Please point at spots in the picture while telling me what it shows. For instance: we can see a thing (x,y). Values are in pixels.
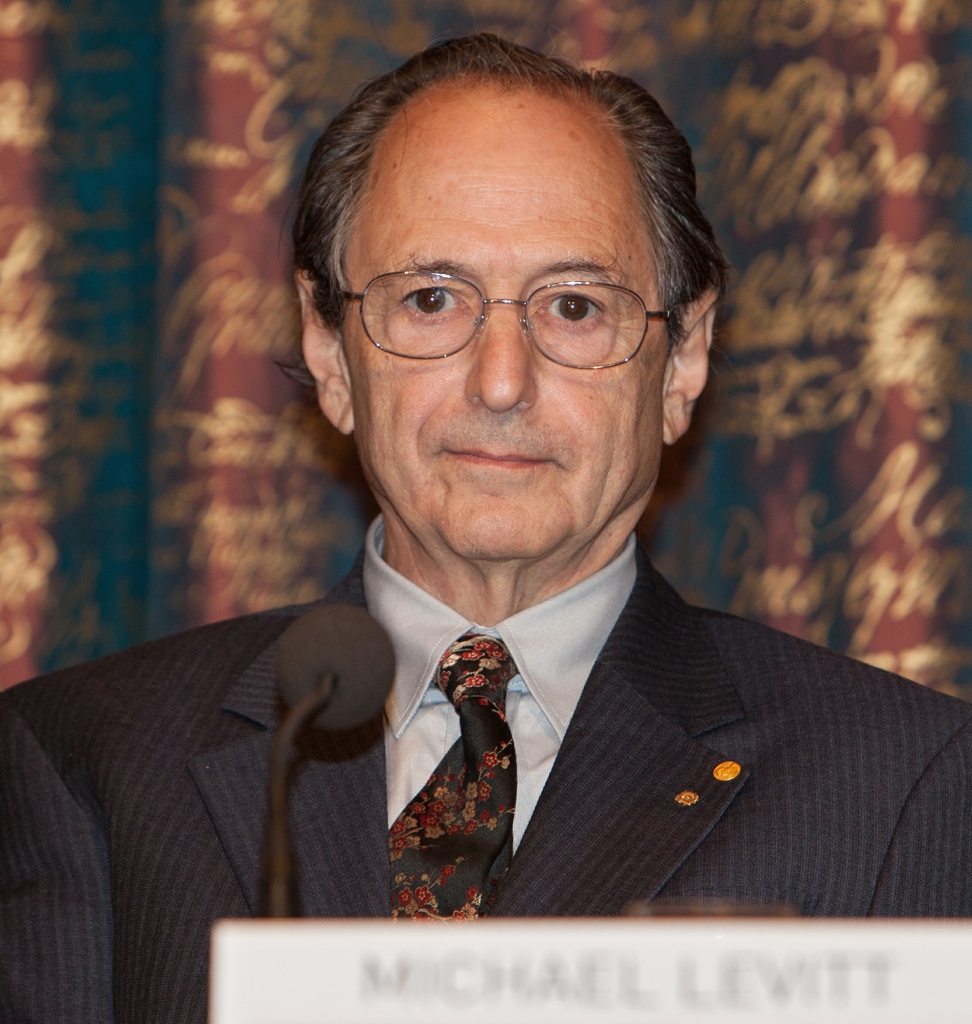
In this image I can see a person (417,809) wearing a black color suit (253,906) standing in front of the mike (279,815), and the person (437,485) wearing a spectacle (441,298).
